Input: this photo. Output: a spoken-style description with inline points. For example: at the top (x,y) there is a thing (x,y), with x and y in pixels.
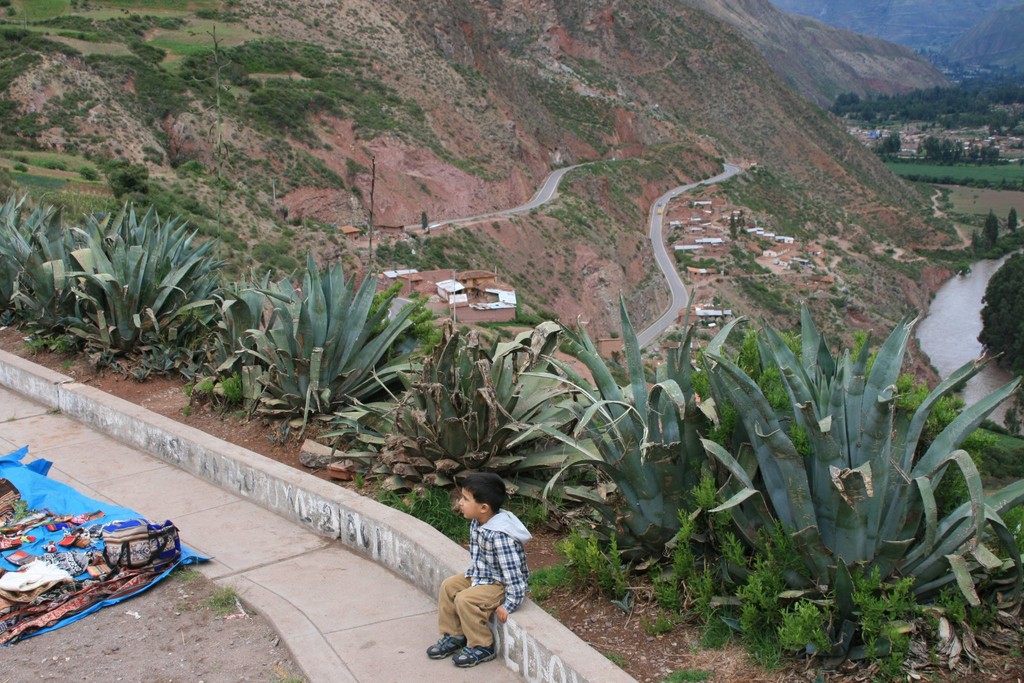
In this image there is a boy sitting on the wall (596,671), behind him there are so many plants (890,401) and also there is a sheet (70,506) with some things (117,522) in it. Also there is a mountain (21,194) with so many trees (979,87), buildings (1015,138) and road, at the bottom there is a river (970,382).
